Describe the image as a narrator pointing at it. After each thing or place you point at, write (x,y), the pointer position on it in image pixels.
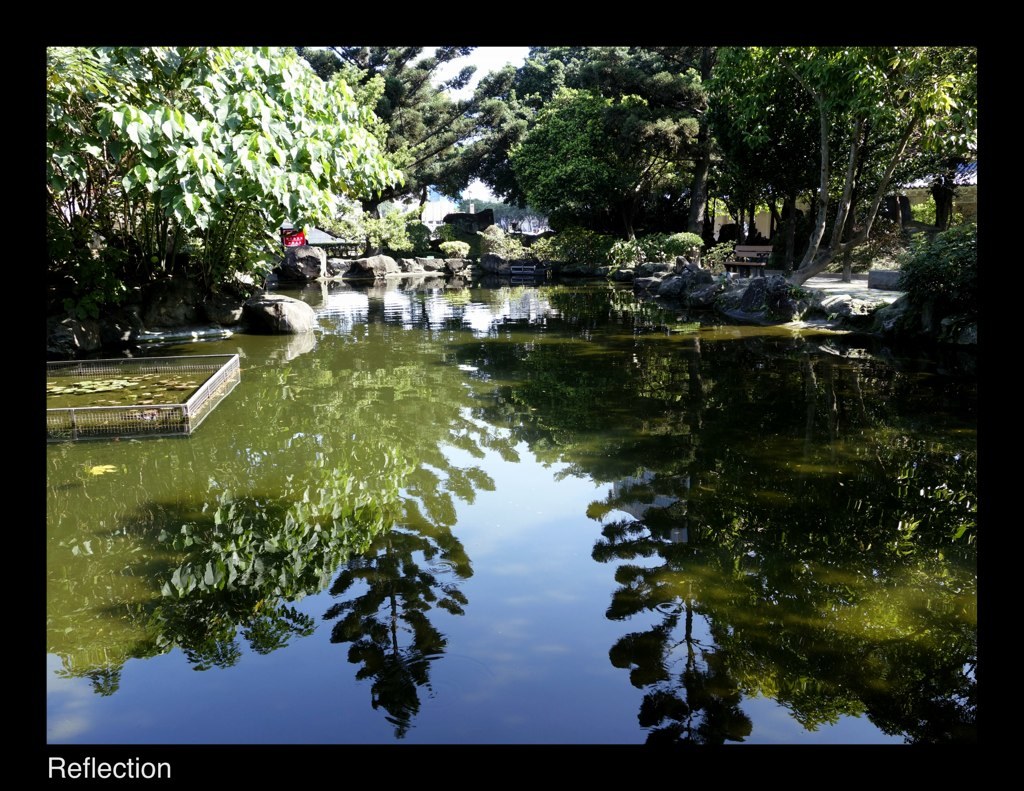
Here we can see water (520,473), rocks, plants (220,163), and trees (609,224). On the water (588,582) we can see the reflection (436,534). In the background (517,52) there is sky (487,59).
